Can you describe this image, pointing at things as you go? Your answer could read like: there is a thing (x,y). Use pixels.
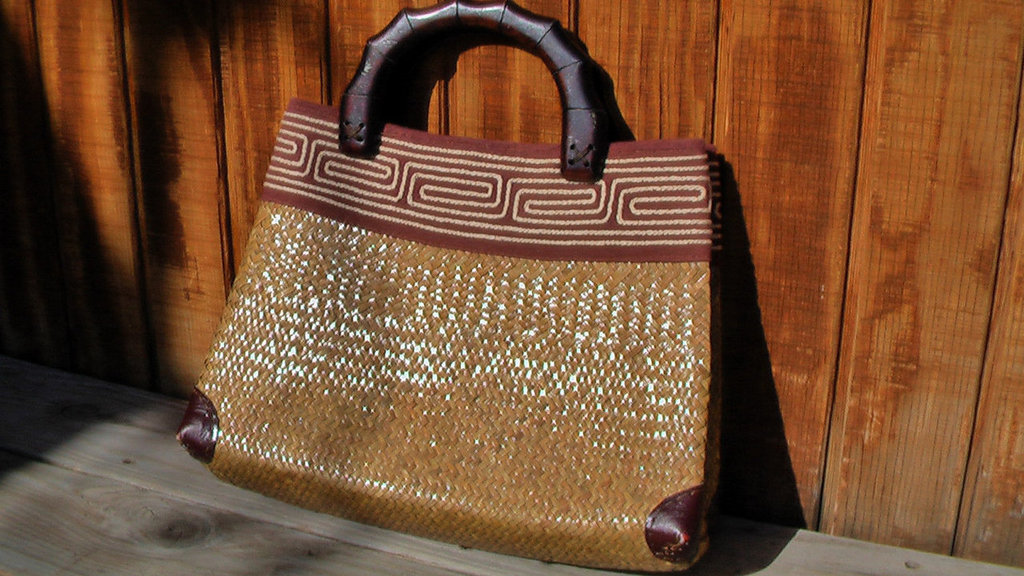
This is a hand bag (460,273) placed on a wooden board (360,536).
